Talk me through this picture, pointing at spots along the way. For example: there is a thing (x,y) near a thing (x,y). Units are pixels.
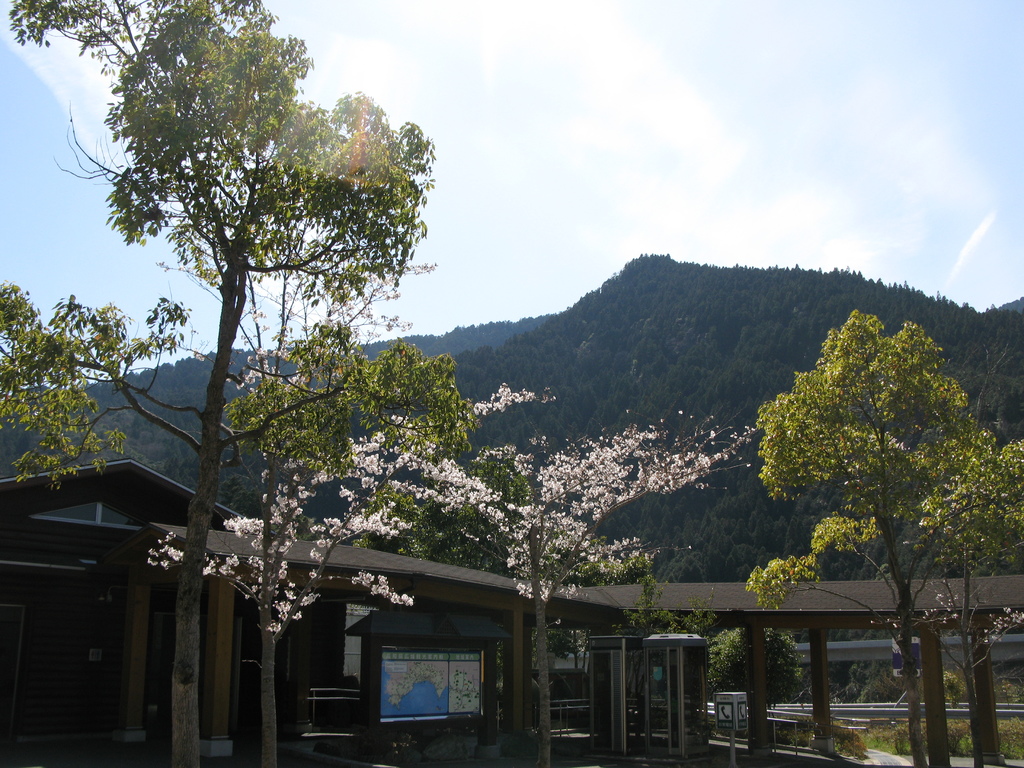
In this image at the bottom (317,654) there are some houses (511,615), in the foreground (542,618) there are some trees (916,705) and in the background (637,382) there are trees (744,353) and mountains (194,371). At the top of the image (590,123) there is sky (698,101). And in the center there are some objects (482,699) present in the image.
